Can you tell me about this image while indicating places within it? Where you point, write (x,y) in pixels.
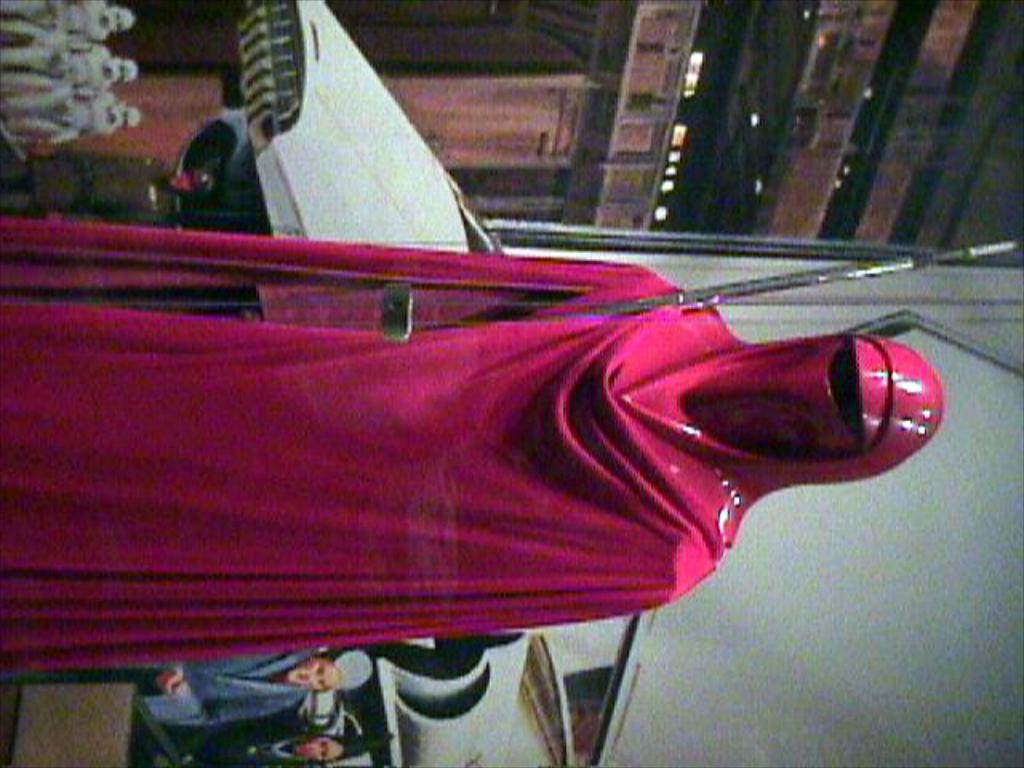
This image is in right direction. Here I can see a person (423,423) wearing a pink color costume (537,423) and standing. In the background (309,740), I can see a photo (328,745) of few people (288,667). At the top (568,137) there is a building (560,146) and I can see three persons (80,56) are standing. This is looking like an edited image.
